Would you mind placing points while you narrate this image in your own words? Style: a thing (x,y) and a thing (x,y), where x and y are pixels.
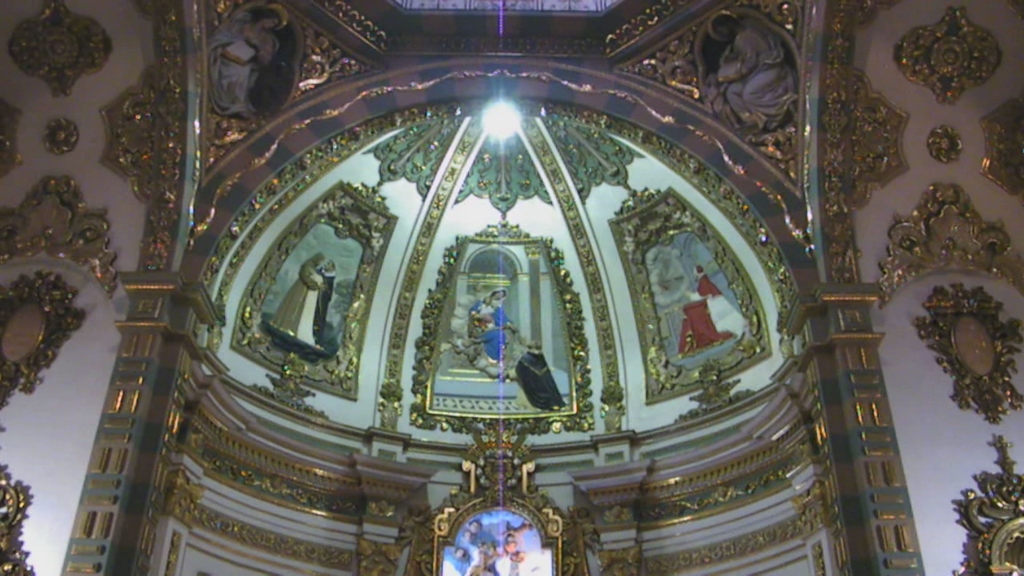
In this picture we can see the inside view of the church (716,123). In the center (527,269) there are three paintings (453,280) on the dome (742,283), beside that there is a light (494,106). At the bottom (465,530) we can see another painting (518,566). On the right (969,53) we can see some objects (983,501) attached on the wall (975,202).
